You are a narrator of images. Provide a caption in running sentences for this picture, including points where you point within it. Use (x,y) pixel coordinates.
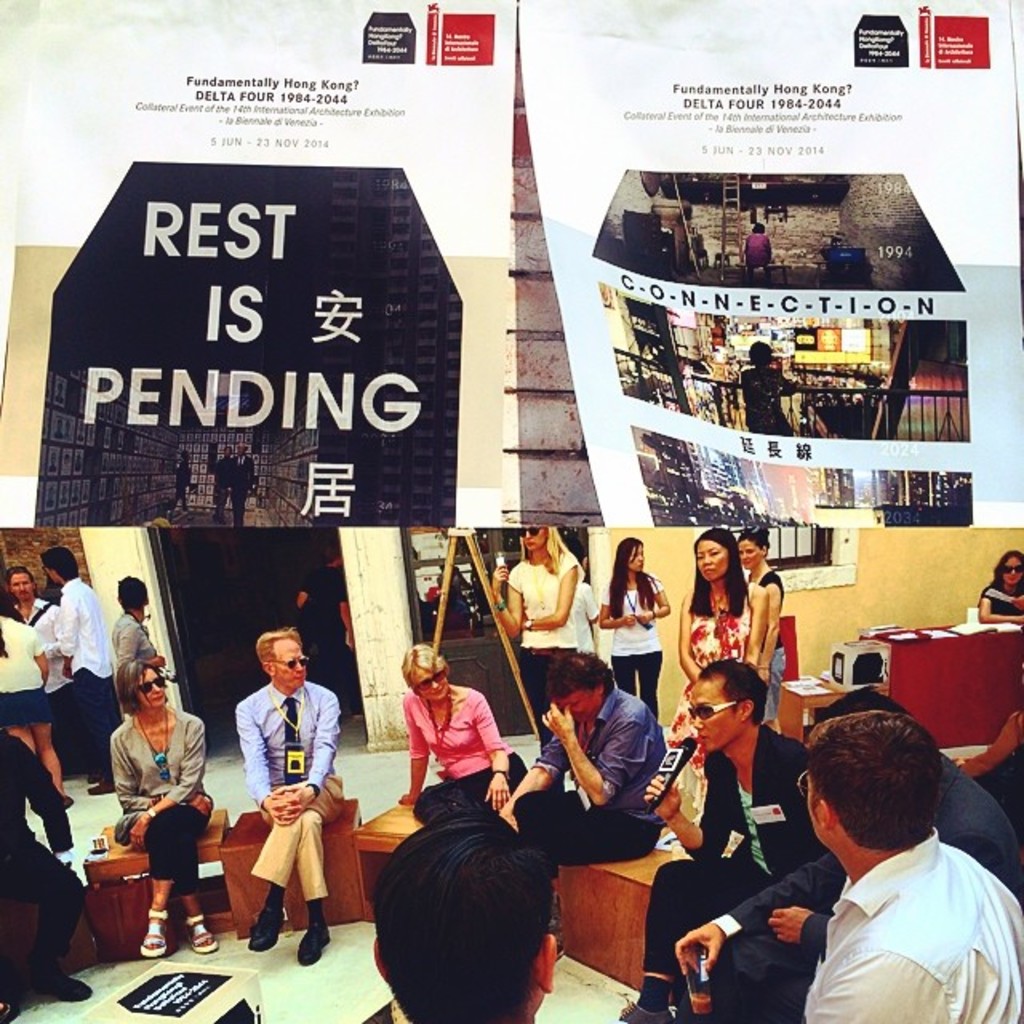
In the picture we can see some people (531,797) are sitting on the stools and some people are standing and on the top of them we can see the banner (186,155).
